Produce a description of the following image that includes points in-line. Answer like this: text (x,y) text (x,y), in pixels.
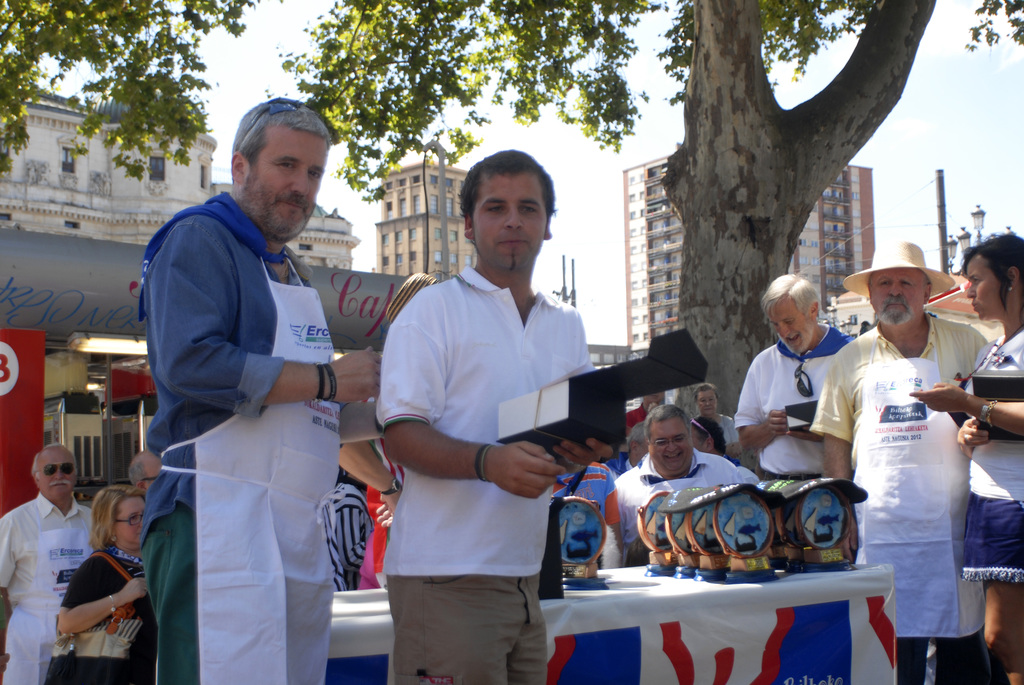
In this picture there is a man (465,320) who is wearing white t-shirt (461,307) and trouser (507,636). He is also holding a black box (591,413). Beside him we can see an old man (305,321) who is wearing shirt (238,346) and trouser (177,549). Both of them are standing near to the table (776,624). On the table (766,633) we can see prizes (567,497). Here we can see group of person (624,521) standing near to the tree (722,265). Here we can see many buildings (35,150). On the right (941,174) we can see black pole (945,265) and street lights (960,236). Here we can see sky (961,82) and clouds (940,46).
